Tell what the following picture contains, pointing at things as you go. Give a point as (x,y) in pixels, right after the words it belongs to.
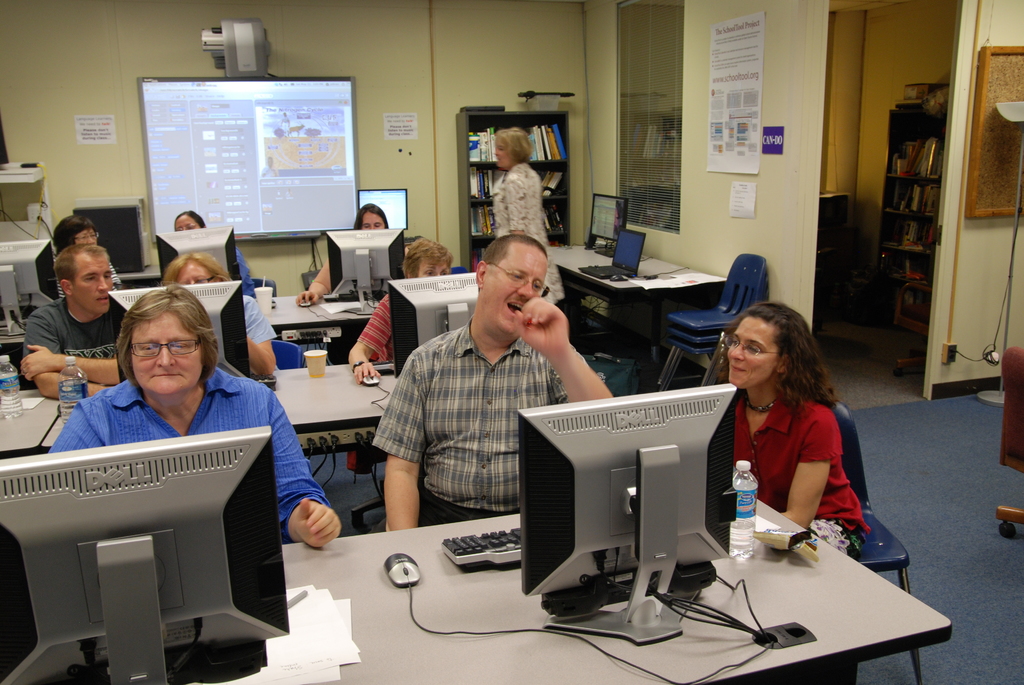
Towards left (251,548) we can see desktops (223,521), tables (402,601), people (374,341), cables (306,339), bottles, cup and various objects (118,211). In the background (252,106) we can see projector screen (348,121), bookshelf (466,153), books (543,150), desktop (613,241), wall (22,97), posters (79,129) and various objects (625,120). On the right (968,318) we can see wall (988,290), cables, frame (1005,82), books (919,149), bookshelf (892,155) and other objects (909,296). At the bottom (948,647) there is mat (952,504). In the middle (680,339) we can see chairs (721,308) and table (669,299).
